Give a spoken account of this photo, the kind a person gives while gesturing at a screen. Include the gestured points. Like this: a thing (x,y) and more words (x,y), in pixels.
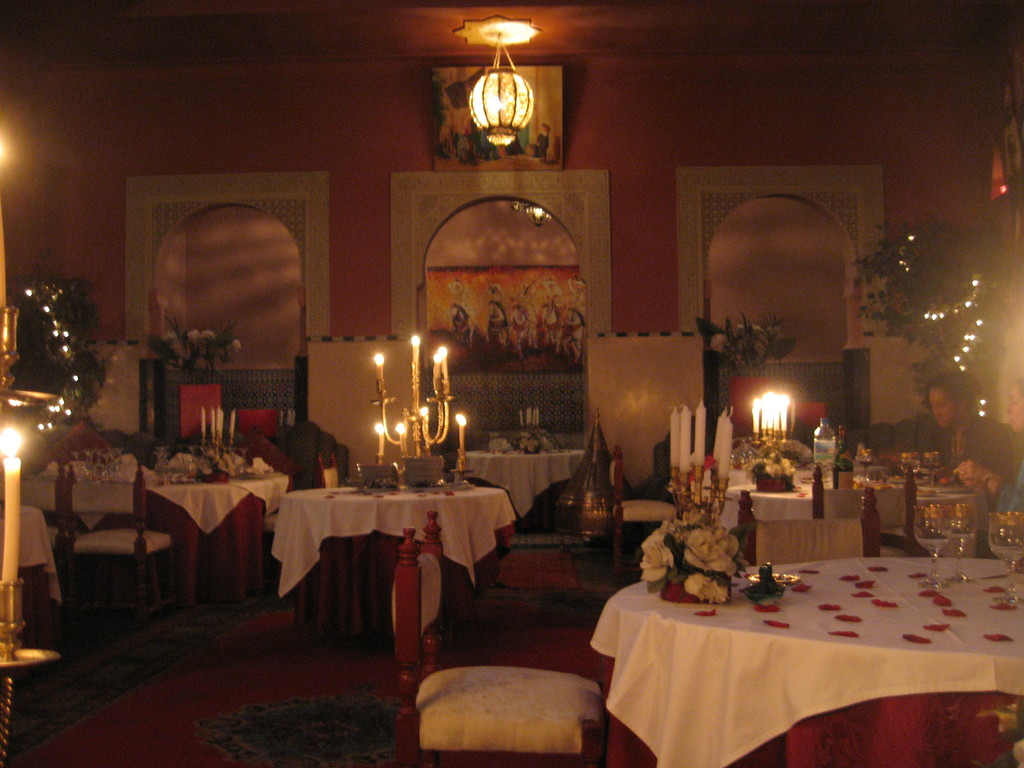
This image is taken in a restaurant (511,482). In this image there are a few tables (983,579). On the tables (972,560) there are flowers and candles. On the right side of the image (946,418) there are two persons (969,431) sitting in front of the table (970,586). On the either sides of the image there are plants (953,303) with lights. In the background (482,164) there is a painting (474,296) hanging on the wall (459,247). At the top (362,22) there is a ceiling (175,39) and a chandelier (505,74) hanging.
